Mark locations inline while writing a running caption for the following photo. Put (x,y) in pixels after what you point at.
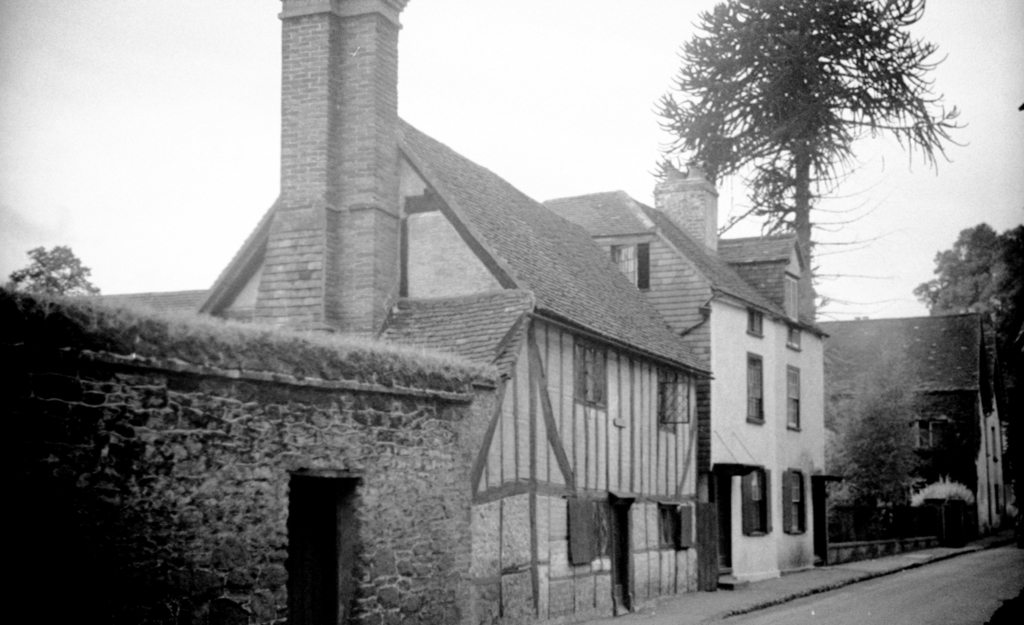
As we can see in the image there are houses (717,416), trees (731,172), plants (890,477), fence (923,519) and sky (529,136).
